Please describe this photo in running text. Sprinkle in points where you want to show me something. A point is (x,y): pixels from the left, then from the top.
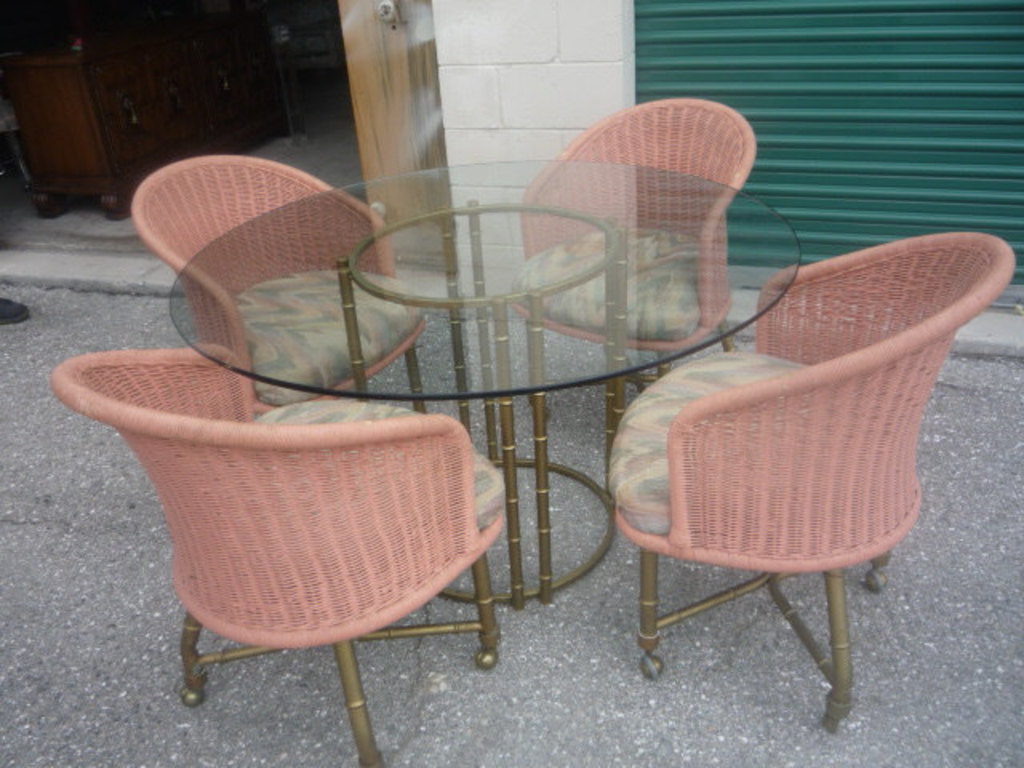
This image is taken outdoors. At the bottom of the image (574,671) there is a floor (25,626). In the background (479,71) there is a wall (493,90) and there is a shutter (814,89). There is a wooden table (124,125) on the floor (20,223) and there is a shoe (16,307). In the middle of the image (431,290) there is a table (409,286) and there are four empty chairs (773,404) around the table (592,218).
